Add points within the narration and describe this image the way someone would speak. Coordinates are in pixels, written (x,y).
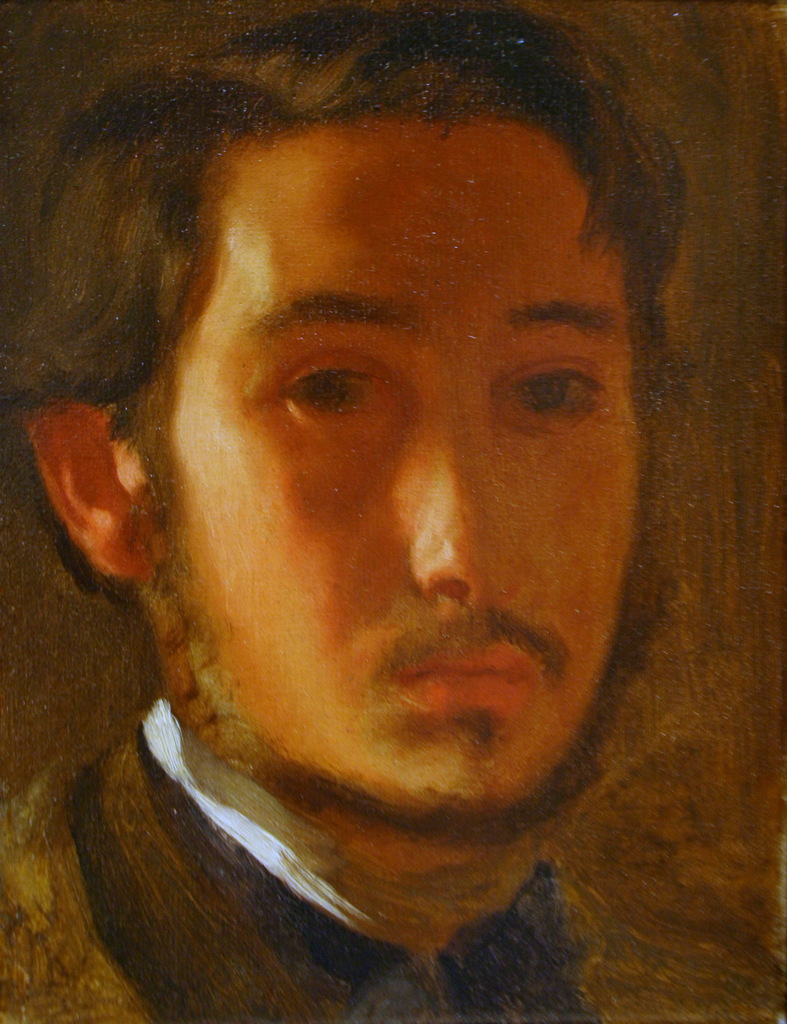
This image consists of a self-portrait with white collar (157,753).
